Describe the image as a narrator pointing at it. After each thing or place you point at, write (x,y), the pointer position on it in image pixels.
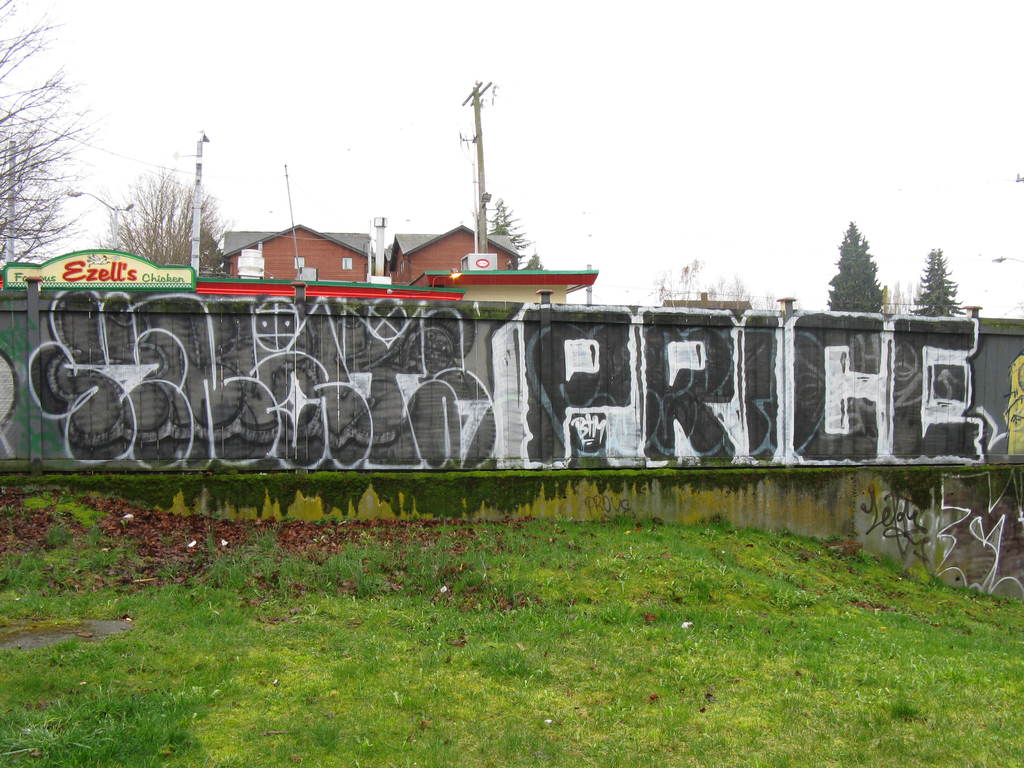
There is a wall (318,474) behind the grass (305,576) and some thing (613,376) is painted on the wall (289,398), behind the wall (319,426) there are two houses (423,239) and two current poles (481,229). Around the houses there are some trees (141,231).
